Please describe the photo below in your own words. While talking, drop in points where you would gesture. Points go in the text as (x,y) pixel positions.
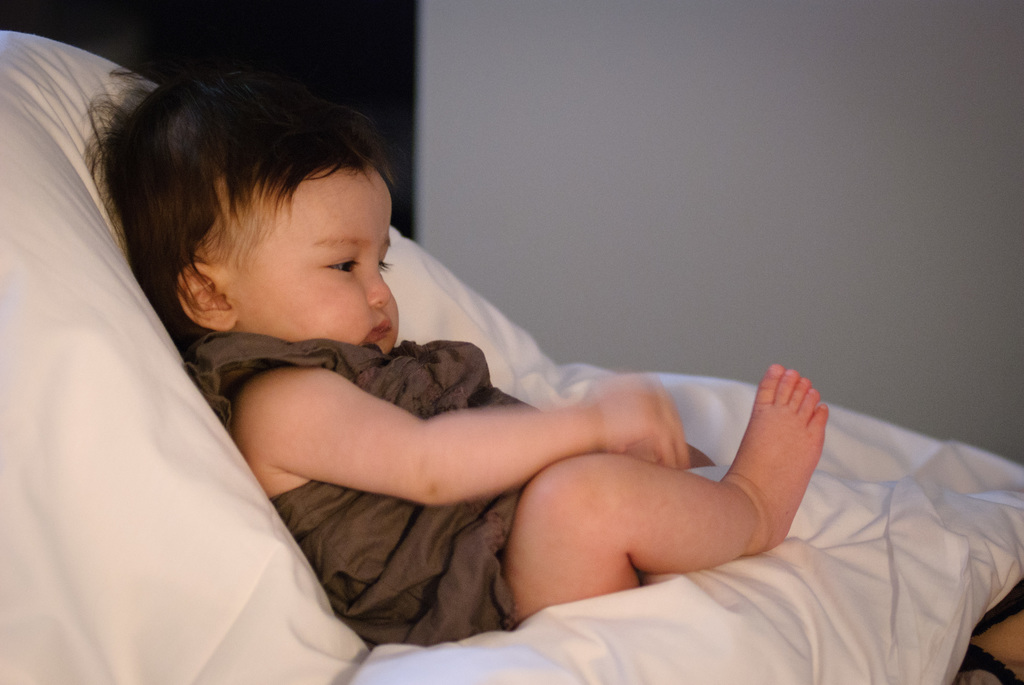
In this picture we can see a baby (335,560) on a white cloth (189,543) and in the background (518,125) we can see wall (763,154).
